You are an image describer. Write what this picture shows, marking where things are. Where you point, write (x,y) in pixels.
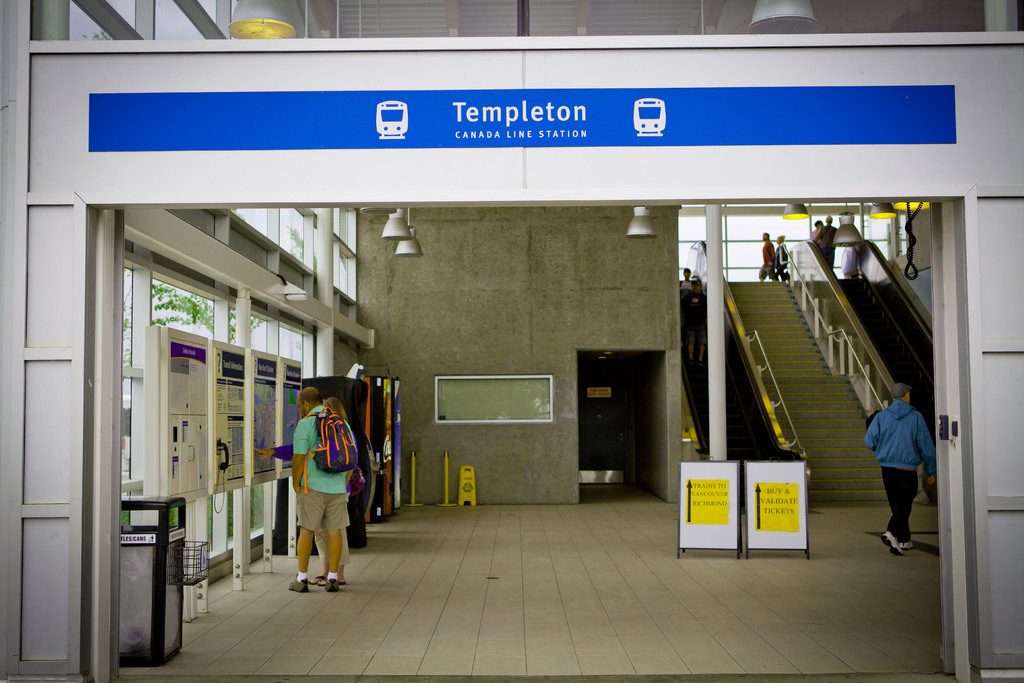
This picture is clicked inside. On the left (306,403) there are two person (322,487) standing on the ground (286,571). On the left corner (226,466) we can see the telephone (226,452) hanging on the board (226,438) and we can see there are some items (735,532) placed on the ground (913,514). On the right (908,455) there is a person (895,463) walking on the ground (873,551) and we can see the escalators (873,335) and the group of persons (778,246). At the top (429,129) there is a text (487,121) on the entrance (554,85) and we can see the lamps (390,225), pillar (708,239), wall (583,348) and some other objects (782,515).
